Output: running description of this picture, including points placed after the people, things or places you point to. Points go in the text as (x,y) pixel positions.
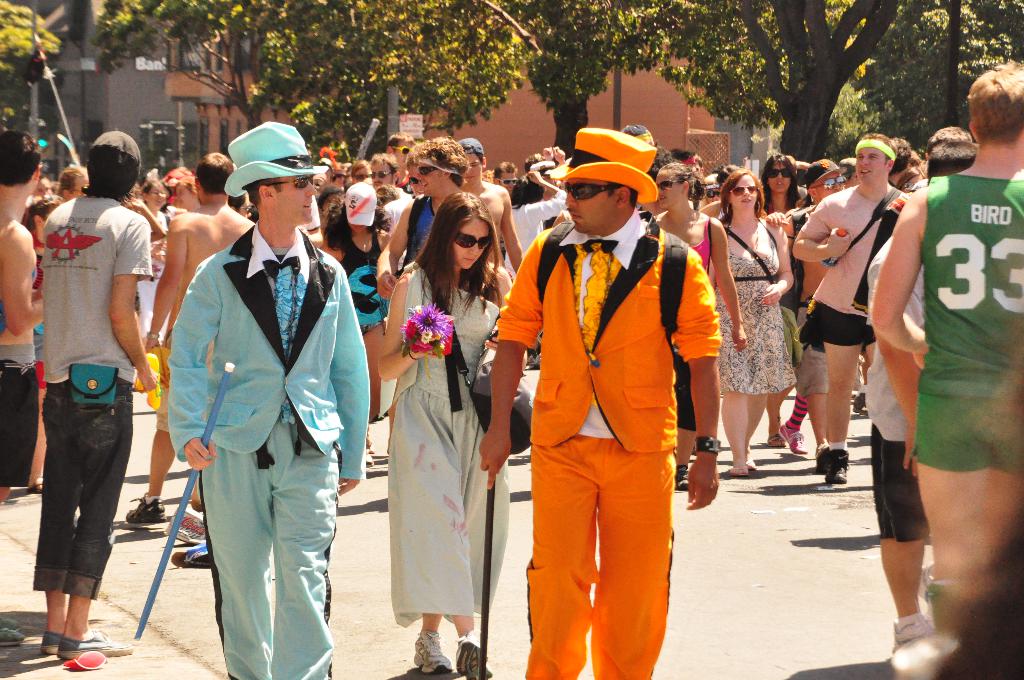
In the foreground of the picture (115,157) there are people (237,192) on the street (806,631). In the background (559,57) there are trees (511,52), buildings (239,118), signal lights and other objects (29,118).
